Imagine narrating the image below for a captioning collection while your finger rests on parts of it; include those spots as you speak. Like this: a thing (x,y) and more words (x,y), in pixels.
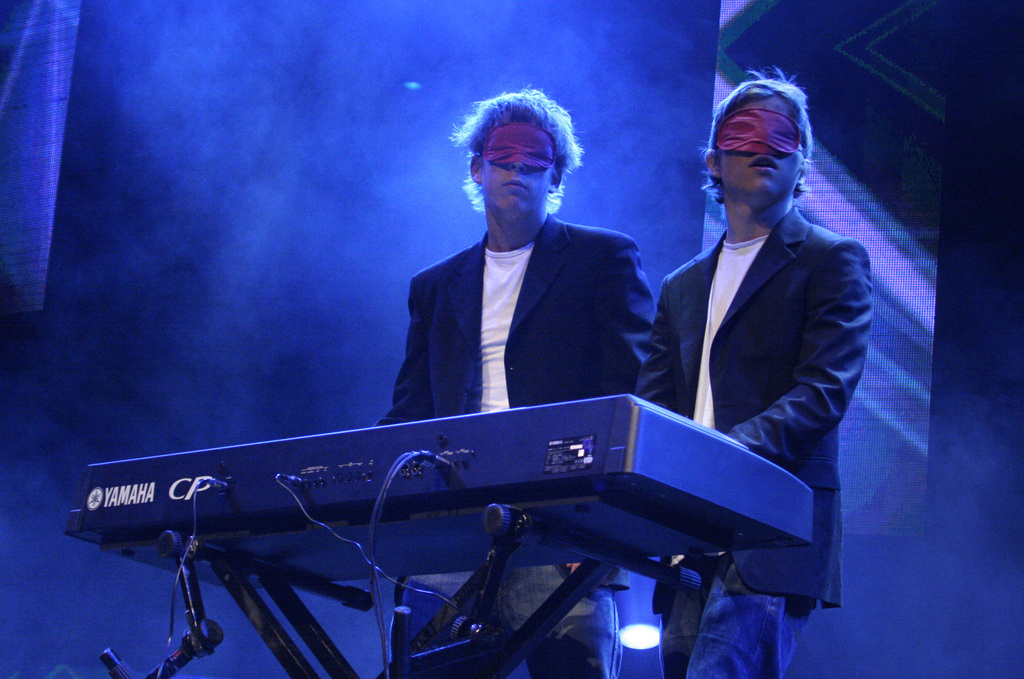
In this image we can see few people (703,314) standing. There is a musical instrument (447,480) in the image. There is some text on the musical instrument (300,496). There are few screens (933,122) in the image.
